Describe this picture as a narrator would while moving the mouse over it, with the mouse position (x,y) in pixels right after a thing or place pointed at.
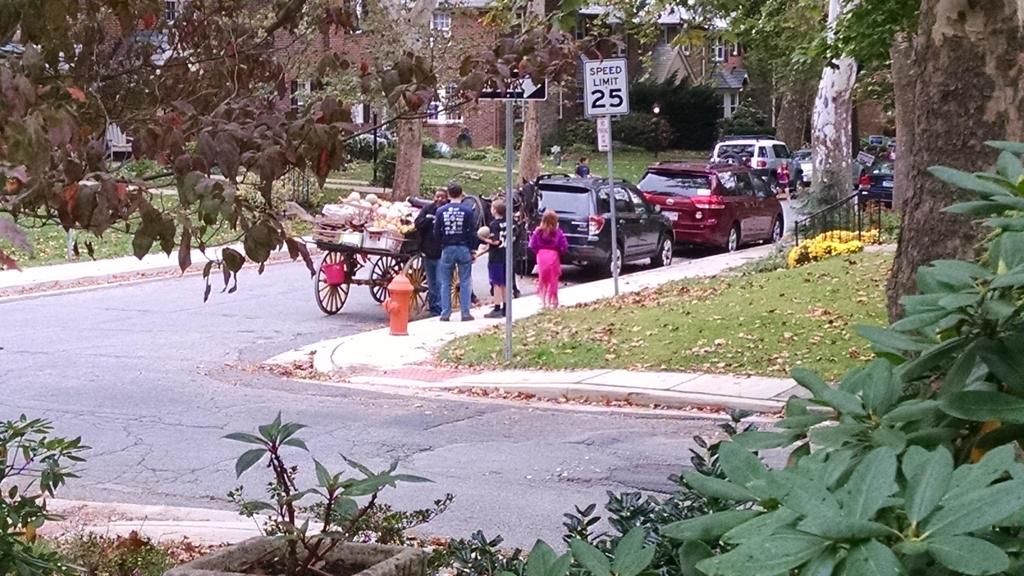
In this picture I can see there is a road (191,355), there are few vehicles (693,226) parked at the right side of the road (484,266) and there is a walkway (349,344), there are a few poles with boards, a fire hydrant (396,299) and there are plants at the bottom of the image (1,421). There are few buildings (492,107) at left side (298,96) and there are trees (533,58).
